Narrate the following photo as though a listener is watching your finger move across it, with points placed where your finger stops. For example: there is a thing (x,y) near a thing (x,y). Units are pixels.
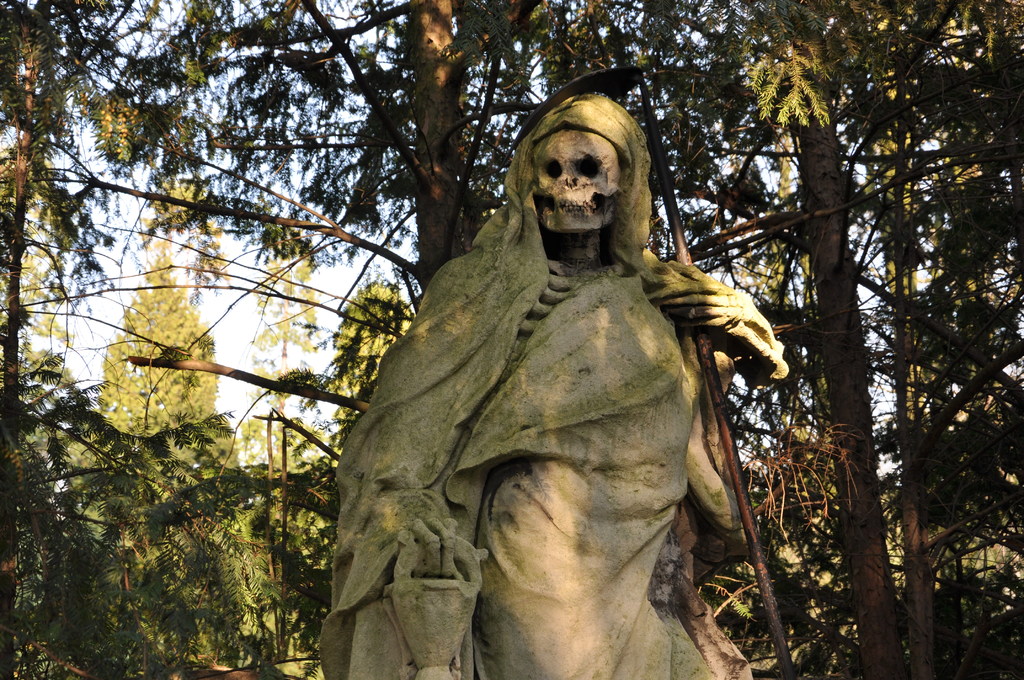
In this picture I can see a sculpture (429,398), and in the background (327,182) there are trees (389,258) and the sky (140,238).
